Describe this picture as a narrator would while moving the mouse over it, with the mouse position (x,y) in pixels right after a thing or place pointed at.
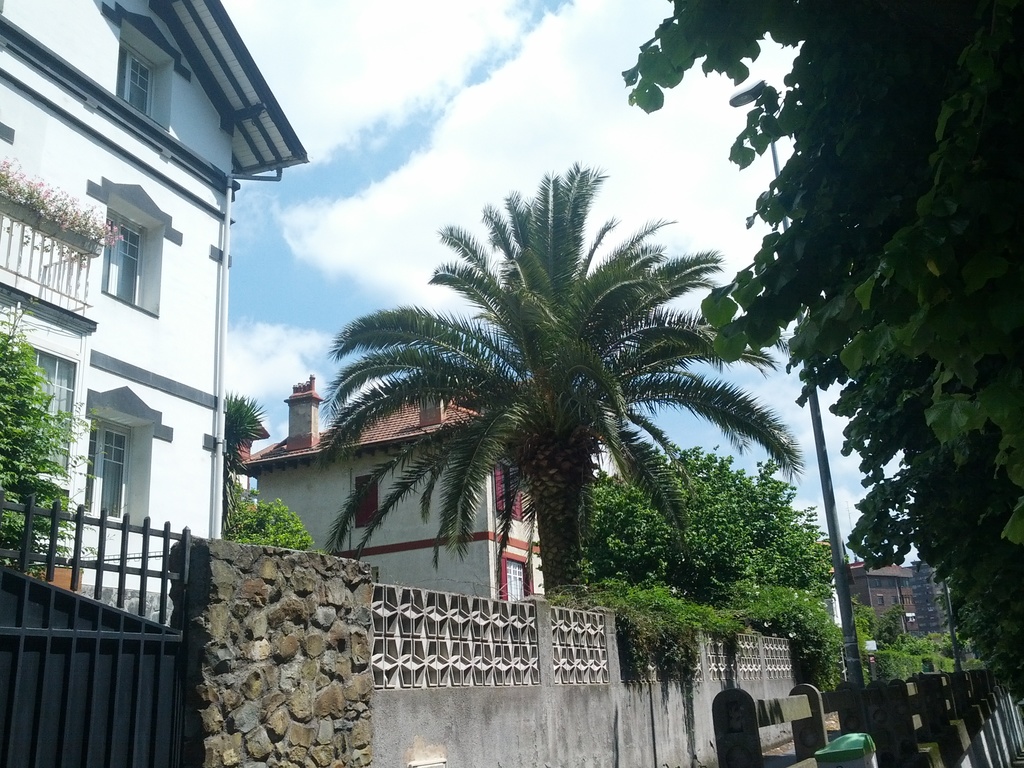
In this image I can see the fence (749,716), wall (372,703) and the metal gate (107,626). I can see many trees (569,513) and also poles (835,558). In the background (884,587) I can see many buildings (884,587), clouds (382,193) and the sky (534,21).
